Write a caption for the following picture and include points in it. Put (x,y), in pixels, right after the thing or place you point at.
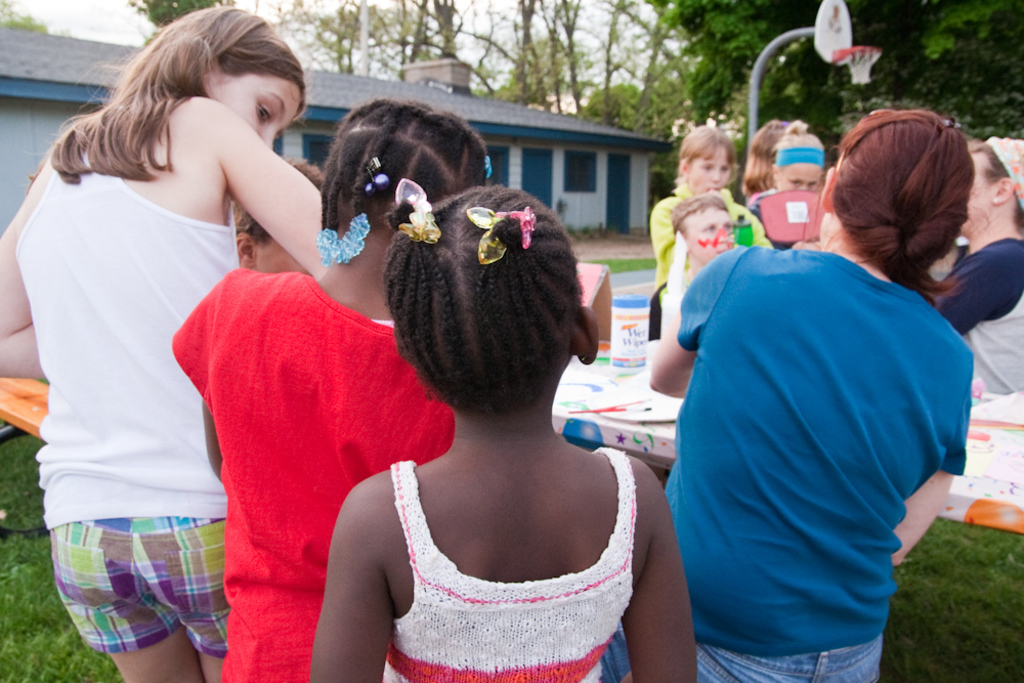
In this image, there are a few people (342,364). We can see a table (611,435) with some objects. We can also see the ground (978,571) covered with grass (952,596). There are a few trees (1004,67). We can see a house (559,155) and the sky (592,9). We can also see an object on the left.
